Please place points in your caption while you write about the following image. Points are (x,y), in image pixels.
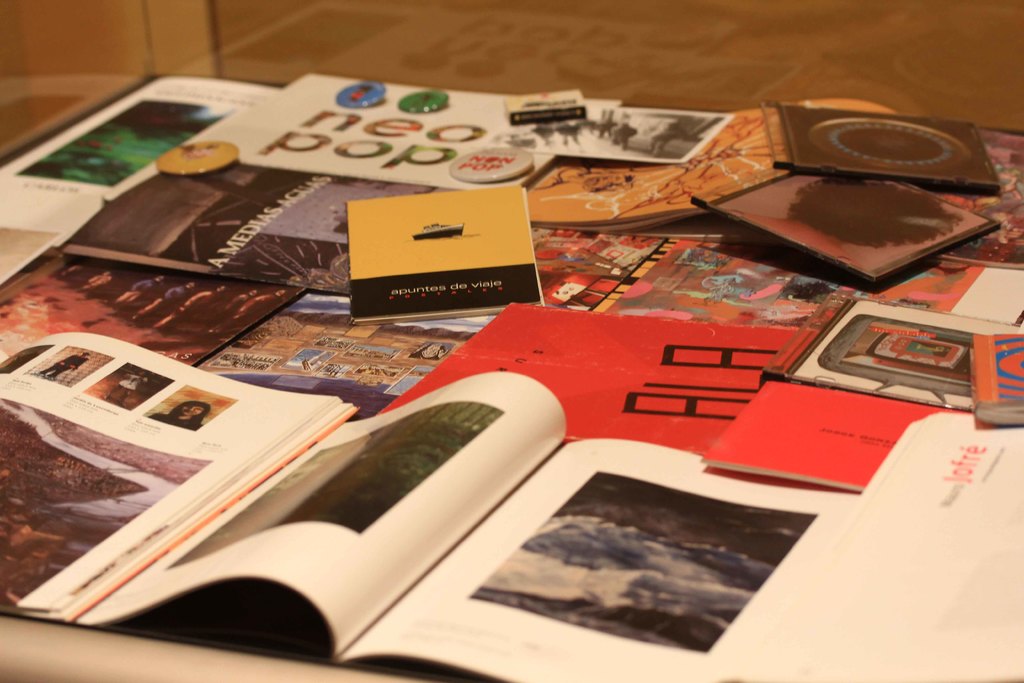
In this image there are books (571,420) and other objects (857,234) on the surface (192,650).
